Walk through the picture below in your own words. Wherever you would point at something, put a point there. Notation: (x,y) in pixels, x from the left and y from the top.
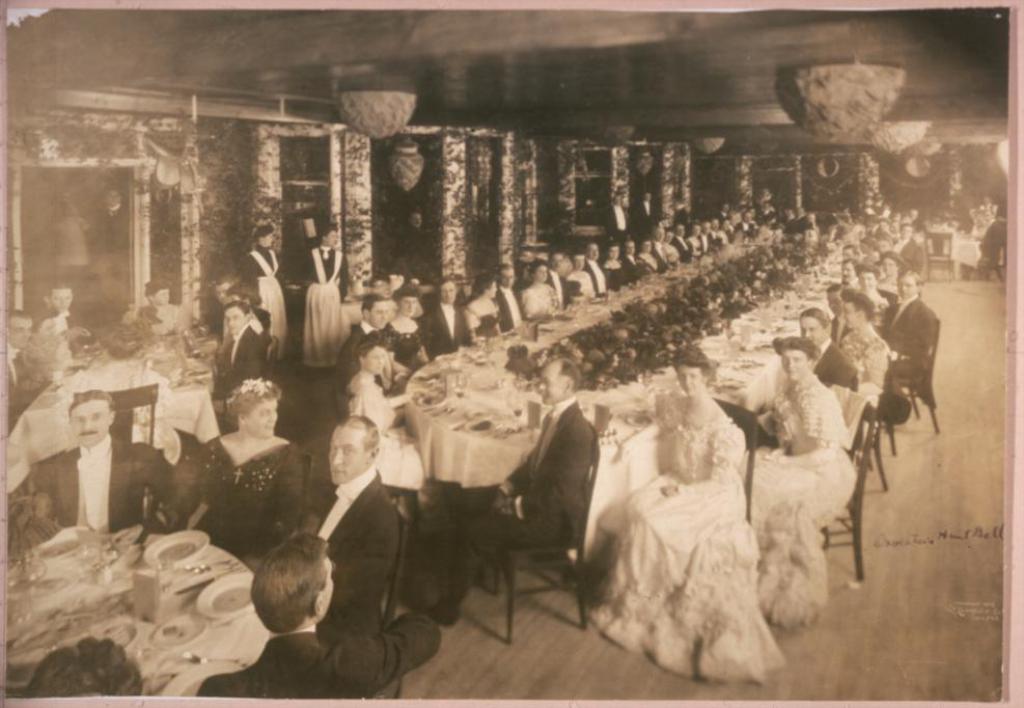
A group of people (532,269) are sitting at a long dining table (781,319). Some are sitting in groups at other tables (153,366).
